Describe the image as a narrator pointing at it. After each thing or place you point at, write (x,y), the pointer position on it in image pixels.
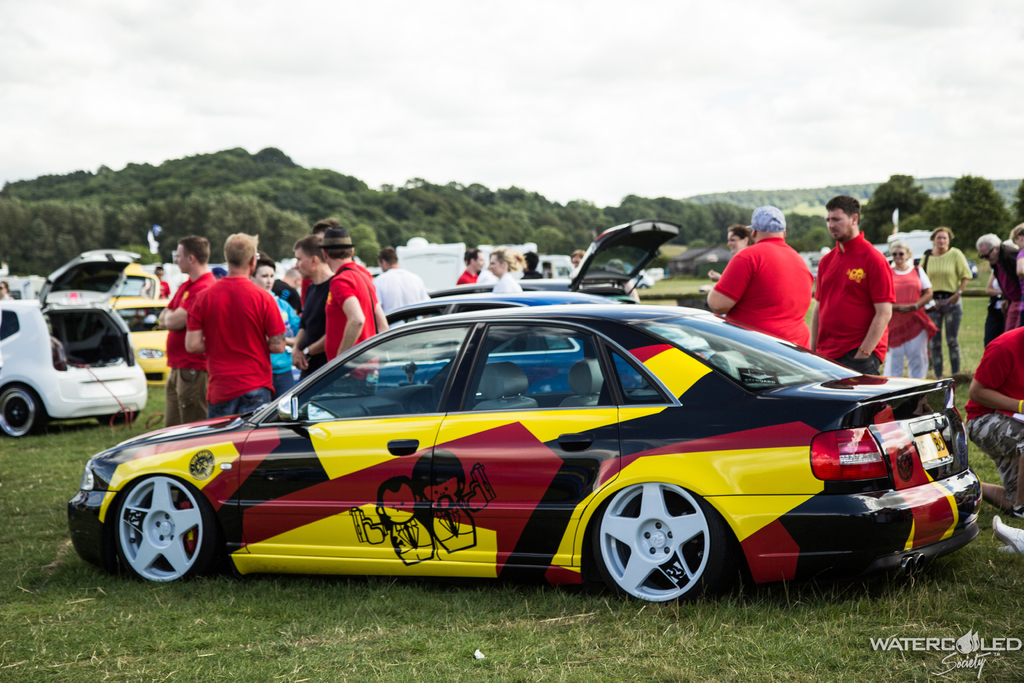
There are group of people (197,304) standing. These are the cars (257,413), which are parked. Here is the grass (376,606). I can see the trees (546,207). This is the watermark (912,643) on the image.
